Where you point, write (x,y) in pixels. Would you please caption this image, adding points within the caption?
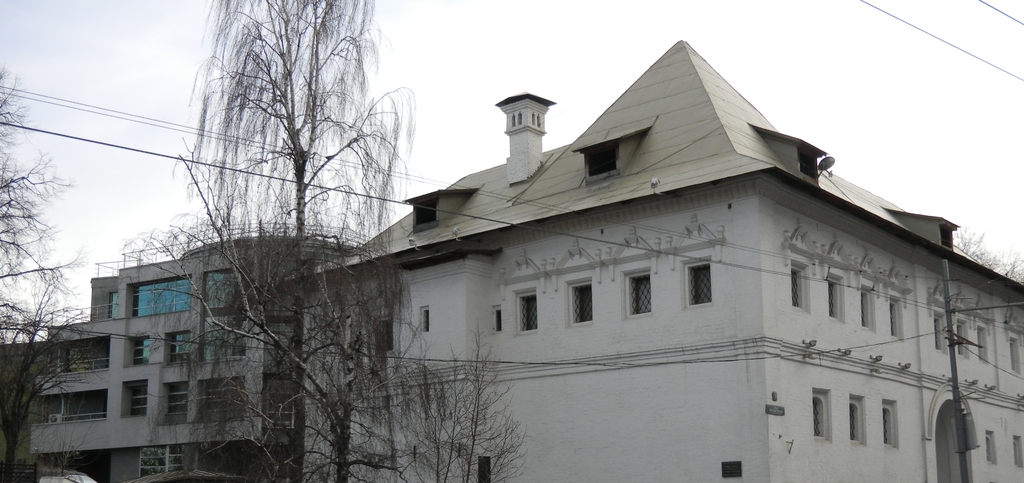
In this image, we can see some trees (44,214) and buildings (474,269). There is a pole (955,394) in the bottom right of the image (959,408). There are wires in the middle of the image (674,255). At the top of the image (508,17), we can see the sky (611,19).
